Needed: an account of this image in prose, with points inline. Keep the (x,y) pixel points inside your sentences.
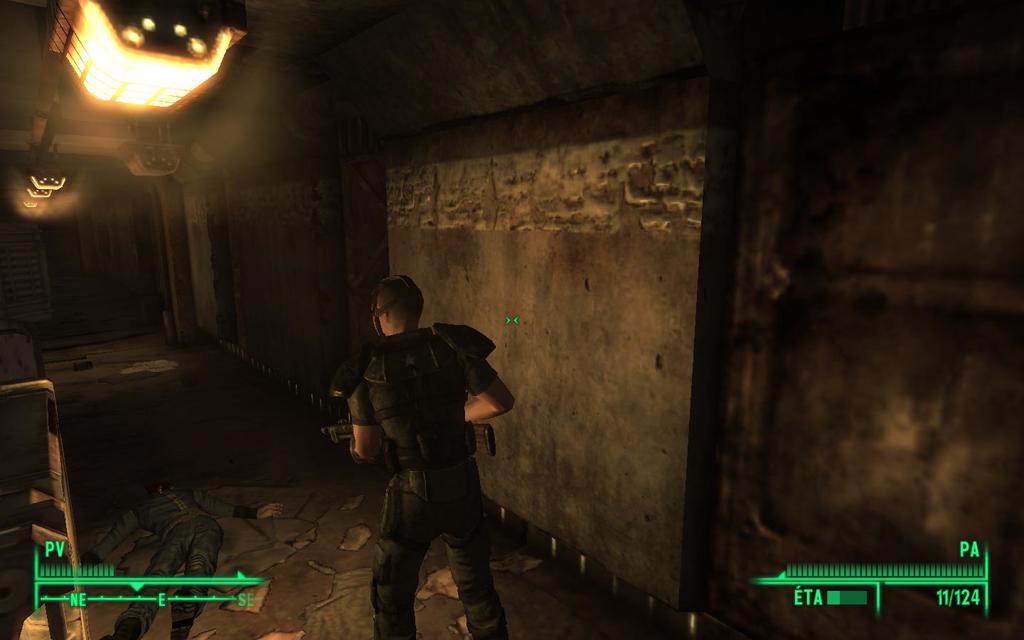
In this picture we can see symbols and a man (446,446) holding a gun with his hand (359,446) and standing on the ground (300,499) and in front of him we can see a person (131,516) lying, lights (213,13), wall (47,290) and some objects (58,594).
